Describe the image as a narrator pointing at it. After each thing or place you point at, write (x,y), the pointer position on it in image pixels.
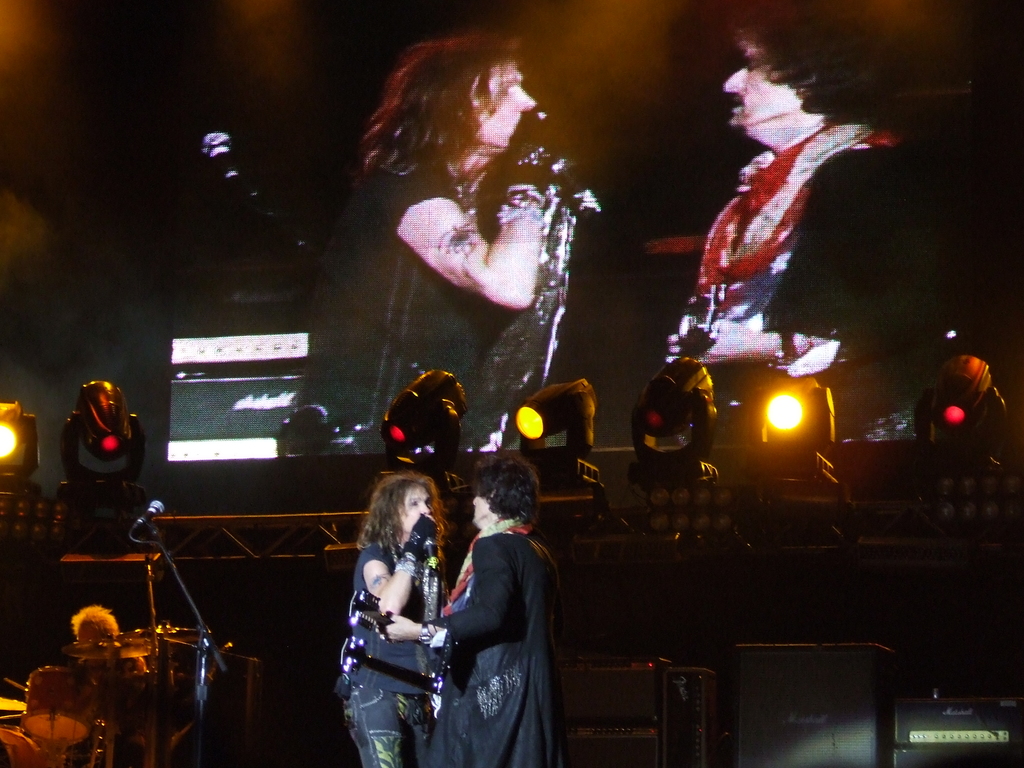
These are focusing lights (640,403). On top (749,145) there is a screen (605,326). These 2 men (505,553) are standing. This man (385,562) is singing in a mic (431,547). These are musical instruments (91,694).
